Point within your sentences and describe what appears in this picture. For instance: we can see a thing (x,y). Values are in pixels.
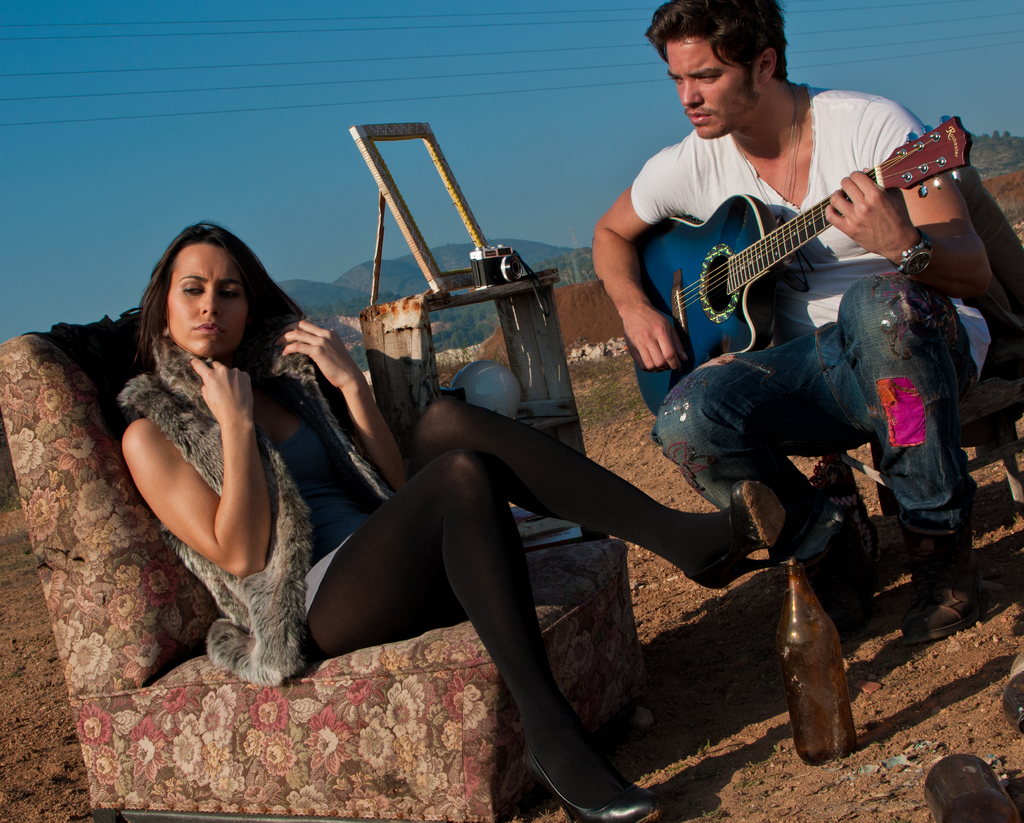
In this picture we can see a woman (212,527) and a man (947,262) is seated on the chair (81,713), the man (891,251) is playing guitar (730,244) in front of them we can find a bottle (804,640), besides to them we can find a camera (506,258) on the table (526,340).
